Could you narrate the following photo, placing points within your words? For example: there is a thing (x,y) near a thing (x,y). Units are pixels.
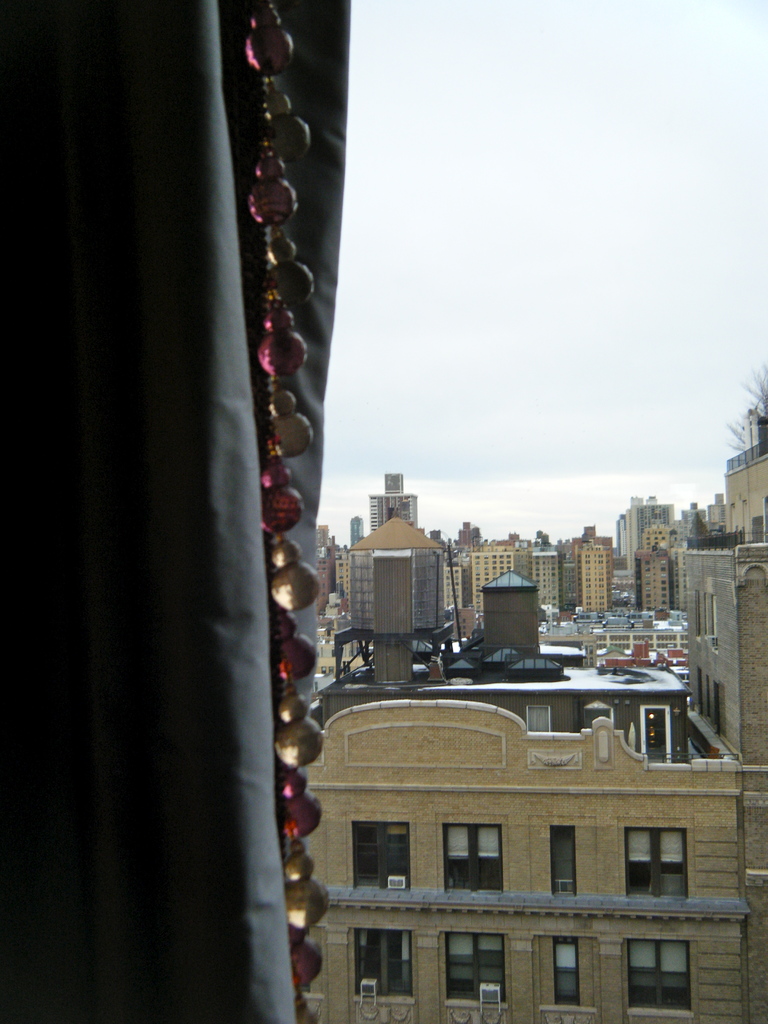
In this image, on the left side (204,310), we can see a black color curtain (238,676) with marbles (294,721). On the right side (673,650), we can see buildings (623,680), houses (664,648), plants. At the top (516,235), we can see a sky (534,312) which is cloudy.
